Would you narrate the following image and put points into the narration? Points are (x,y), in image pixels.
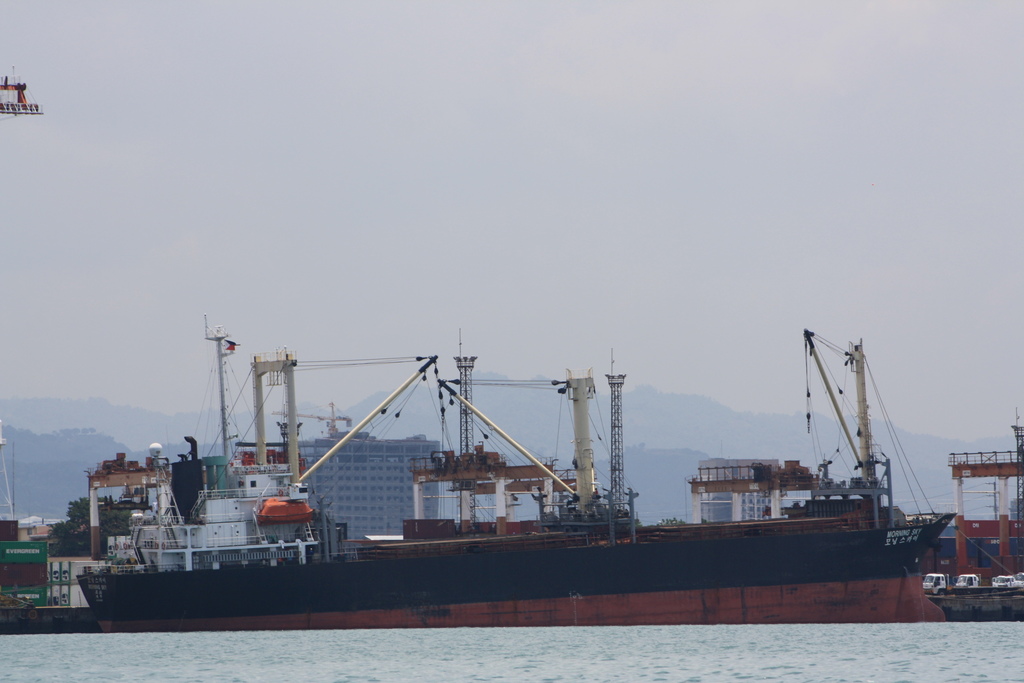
In the foreground of the picture (210,483) I can see a ship (613,538) in the water (850,644). I can see the vehicles (1020,585) on the bottom right side of the picture (958,592). In the background (672,465), I can see the buildings (723,464) and mountains (656,411). It is looking like a building under construction (386,486) on the left side (334,497). There are trees (83,533) on the bottom left side (79,520). There are clouds (598,159) in the sky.
